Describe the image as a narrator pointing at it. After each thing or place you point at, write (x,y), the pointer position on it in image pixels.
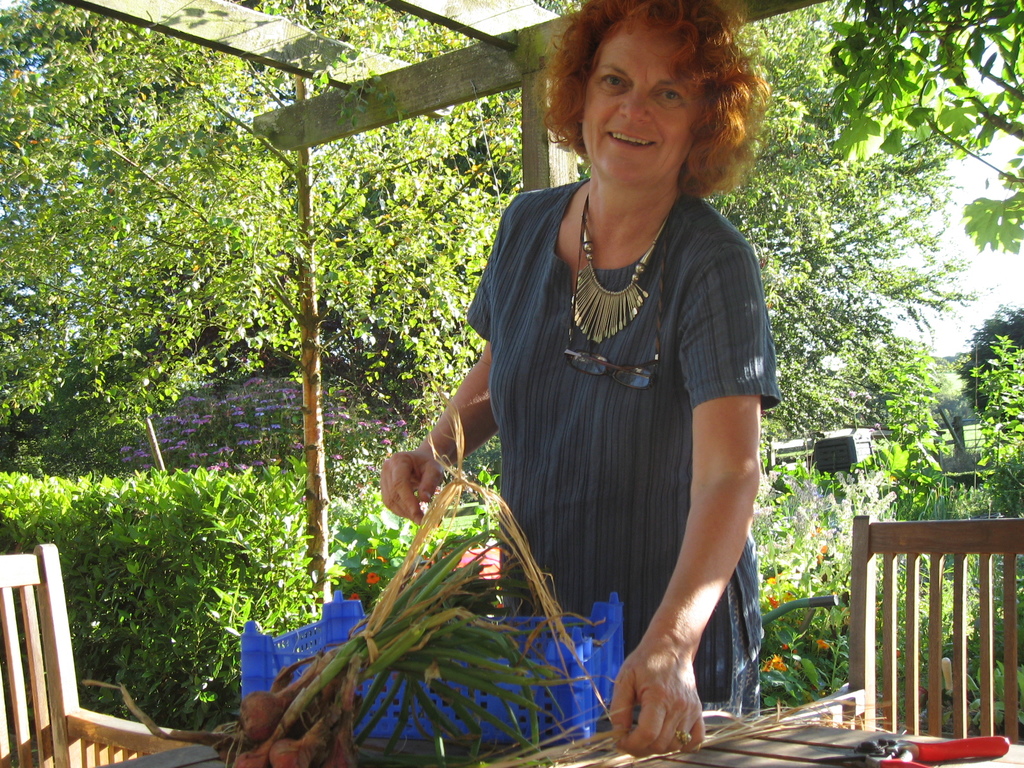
In the foreground (433,457) we can see chairs (37,657), table (784,743), food items (387,676), basket (502,662) and a woman (582,325). In the middle (407,300) there are trees (304,195), wooden pole (317,109), flowers (263,431), plants (816,493) and railing (960,427). At the top (962,228) there is sky (984,192).
